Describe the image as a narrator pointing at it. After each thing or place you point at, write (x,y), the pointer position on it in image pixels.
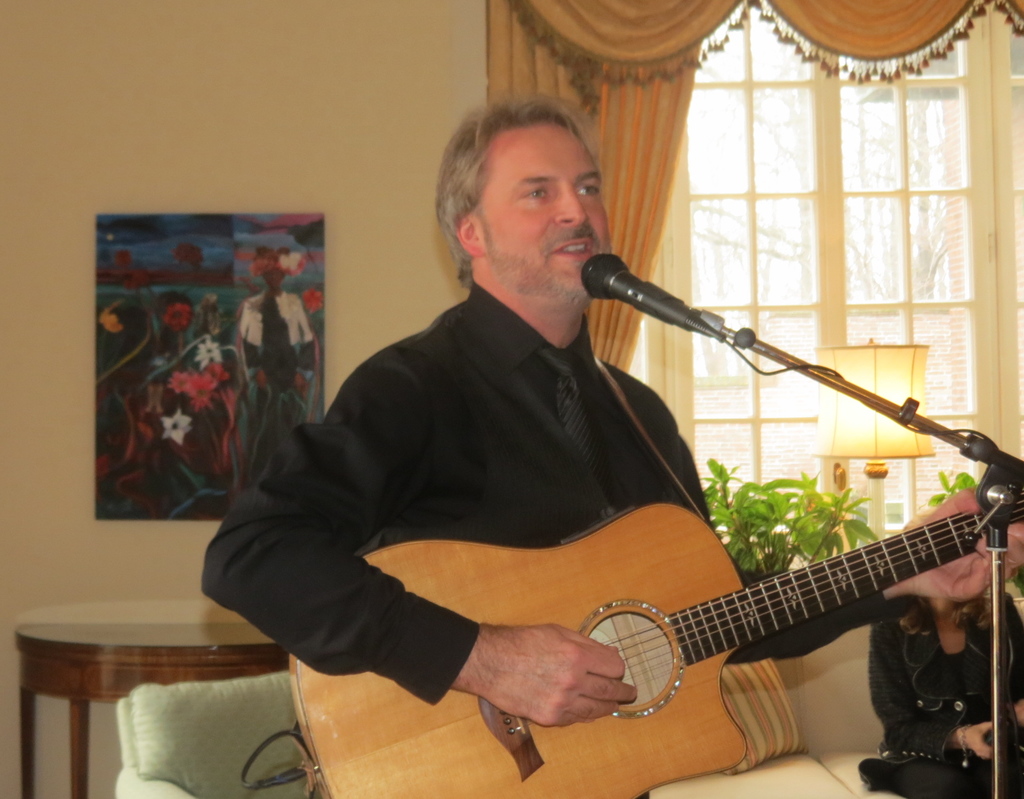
He is holding a guitar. He is playing a guitar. He is singing a song. On the right side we have a woman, She is sitting on a chair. We can see in background (752,111) photo frame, window (755,365) and curtain (599,103).
